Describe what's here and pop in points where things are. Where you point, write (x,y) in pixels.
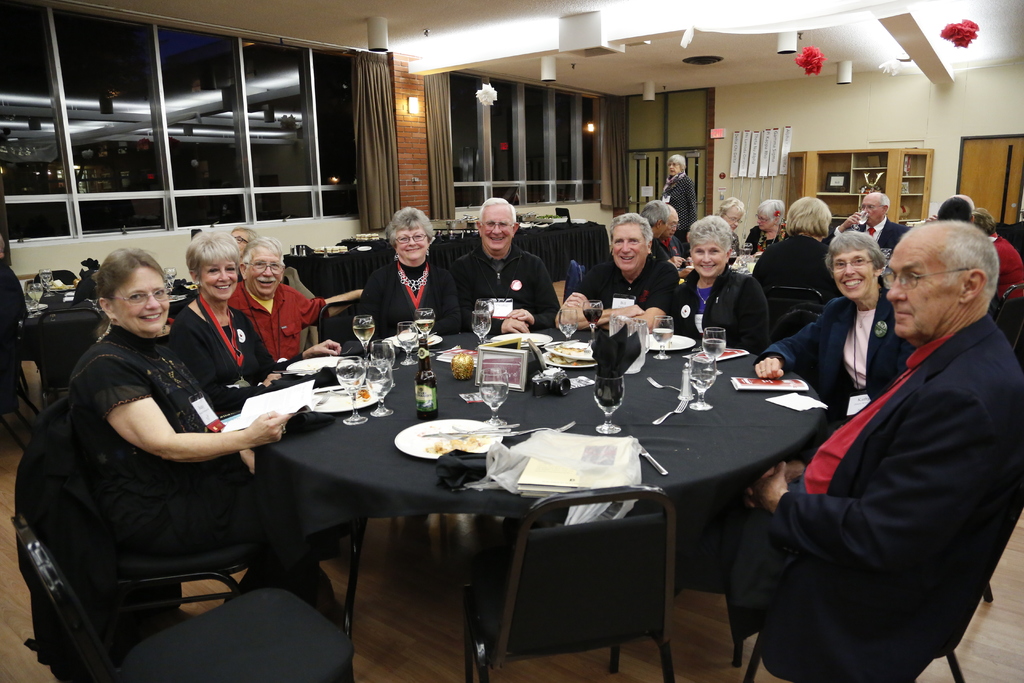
There are group of people (621,277) sitting around the table (745,365) and there are some eatables (556,355) and drinks (419,315) on it and there are some people (777,200) in the background (818,205).
